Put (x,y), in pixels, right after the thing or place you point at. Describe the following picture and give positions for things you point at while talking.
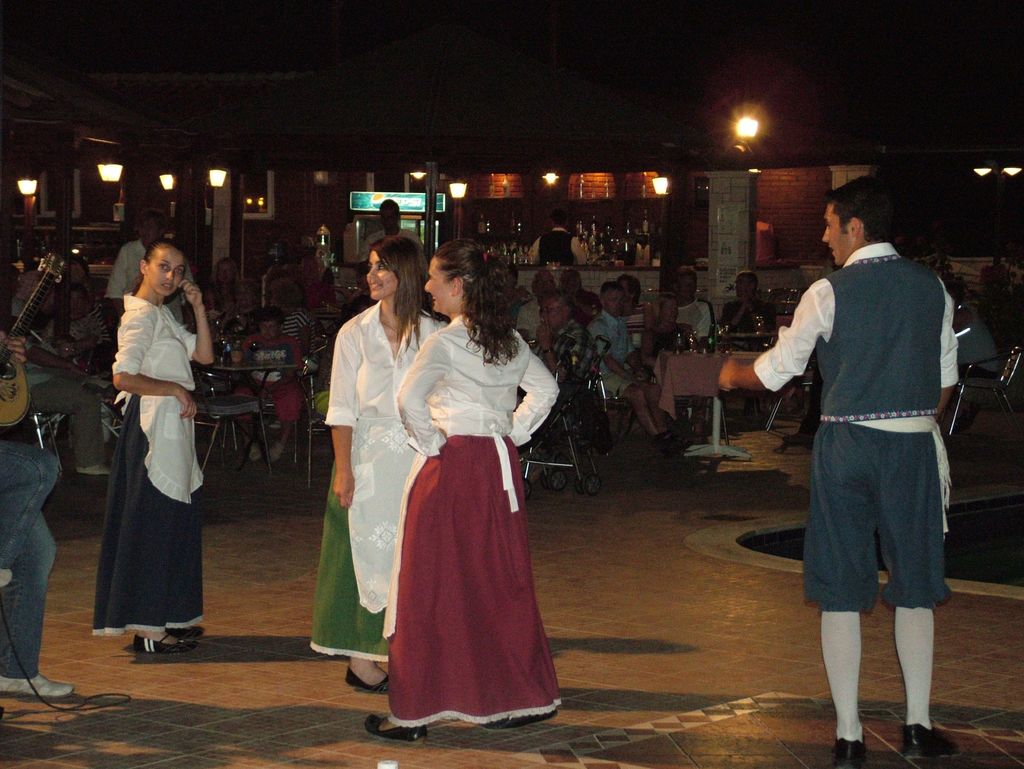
In this image we can see three women (316,646) and a man (846,638) standing on the floor (589,672). On the left (33,614) there is some person (24,573) holding the guitar (57,270). In the background (269,356), we can see the people (562,288) sitting on the chairs (793,294) in front of the dining table (674,392) and on the table (714,390) we can see the glasses (723,336). We can also see the lights (659,187), wall (644,186) and also a person (392,230) standing in the background (384,216).
